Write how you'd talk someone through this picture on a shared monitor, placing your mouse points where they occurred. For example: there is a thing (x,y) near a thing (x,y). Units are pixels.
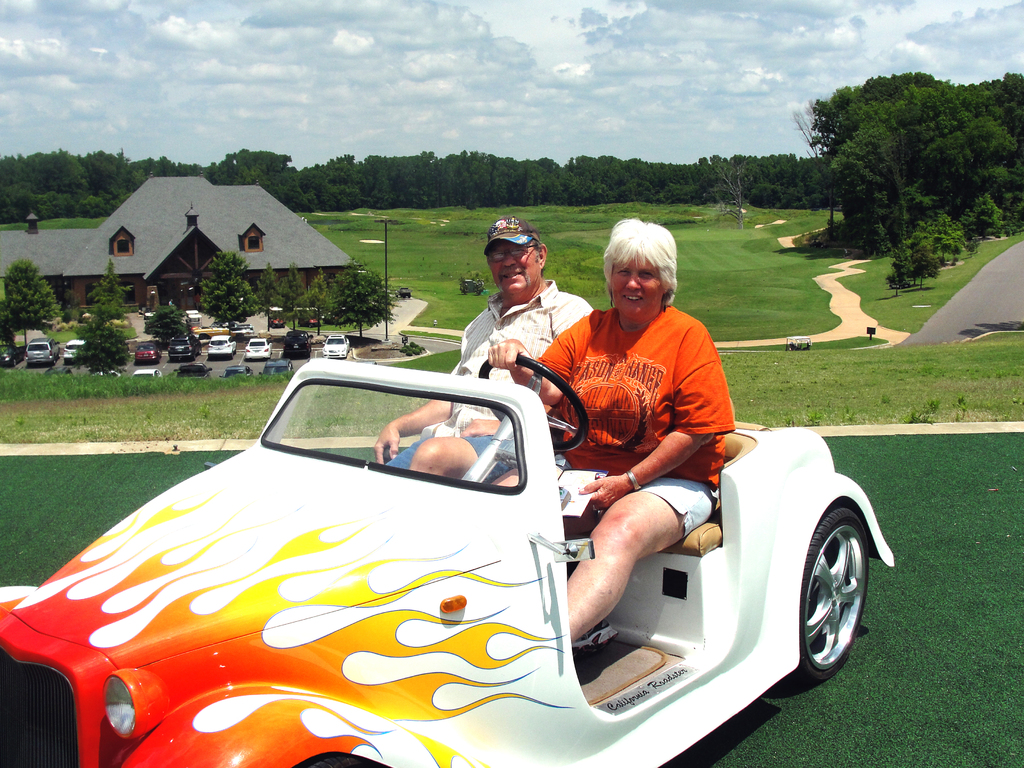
In the image we can see there are people (598,409) who are sitting in white car (505,558) which is on the ground (869,654). The ground (926,598) is covered with grass (823,262) and there are lot of trees (823,180) in the area. There is building (249,274) and cars (16,357) are parked on the road (138,366) and there is a cloudy sky (475,77).
